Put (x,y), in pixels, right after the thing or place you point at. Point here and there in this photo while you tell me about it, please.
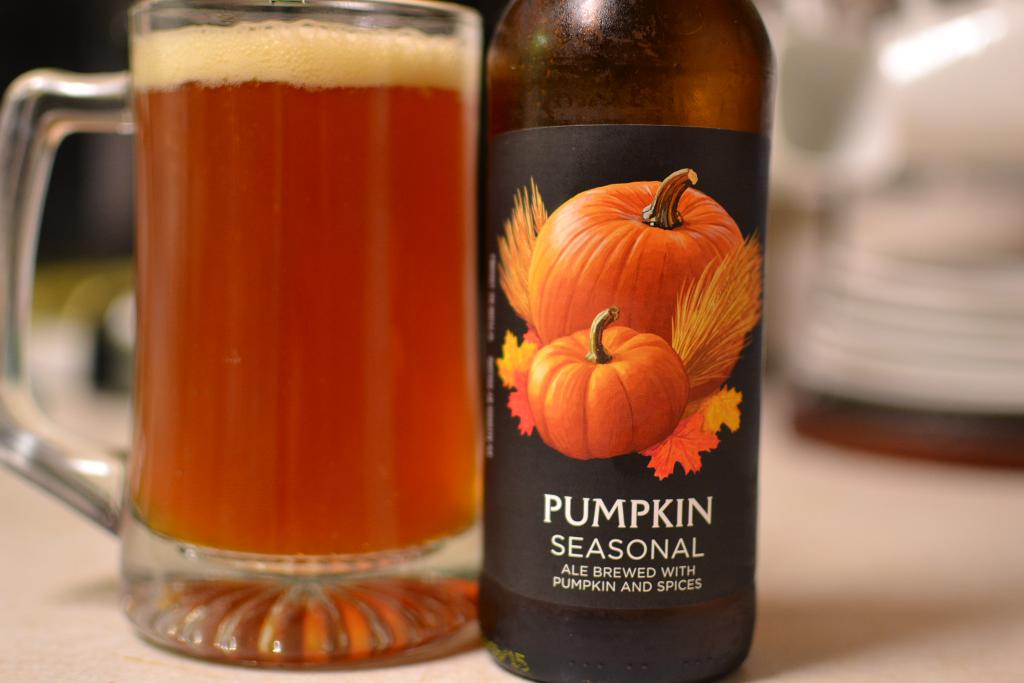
In this image there is a bottle (552,305) with a label (550,268) of pumpkins (583,382) and leaves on it, a glass (317,218) with liquid (354,263) in it on the wooden board (20,643), and there is blur background (930,40).
